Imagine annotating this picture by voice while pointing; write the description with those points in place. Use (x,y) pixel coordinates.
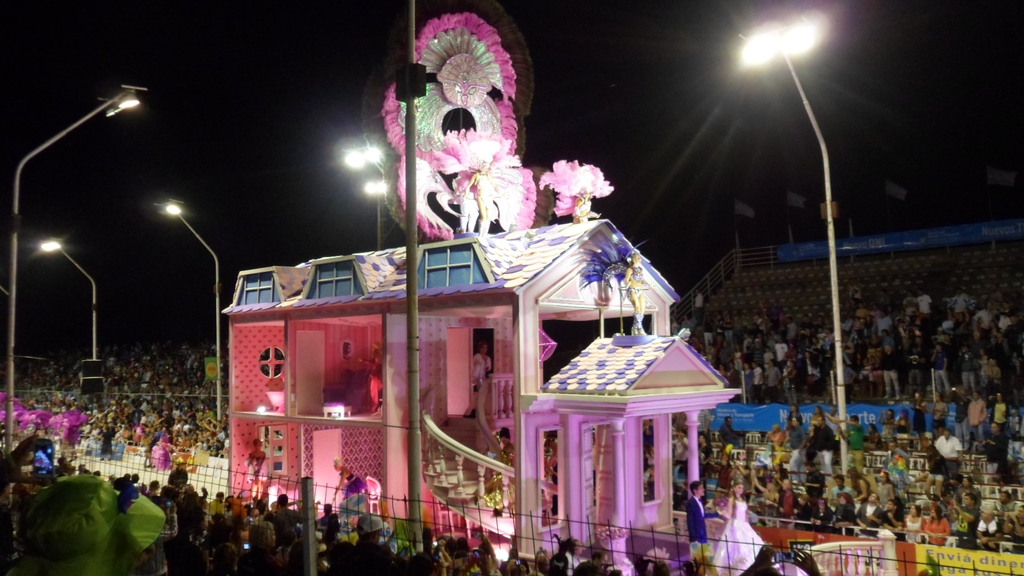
In this image we can see an object (295,338) looks like a building (585,414). In the building (403,469) we can see few persons (346,474) and the top of the building (631,355) there are few persons (467,210) with costumes (467,195). On the right side (869,392), we can see a group of persons (901,422), chairs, barriers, banners (948,412), pole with light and the flags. On the banners (776,415) we can see the text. At the bottom (158,497) we can see a group of persons (113,535) and fencing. On the left side (46,380), we can see group of persons (138,364) and poles (13,271) with lights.
